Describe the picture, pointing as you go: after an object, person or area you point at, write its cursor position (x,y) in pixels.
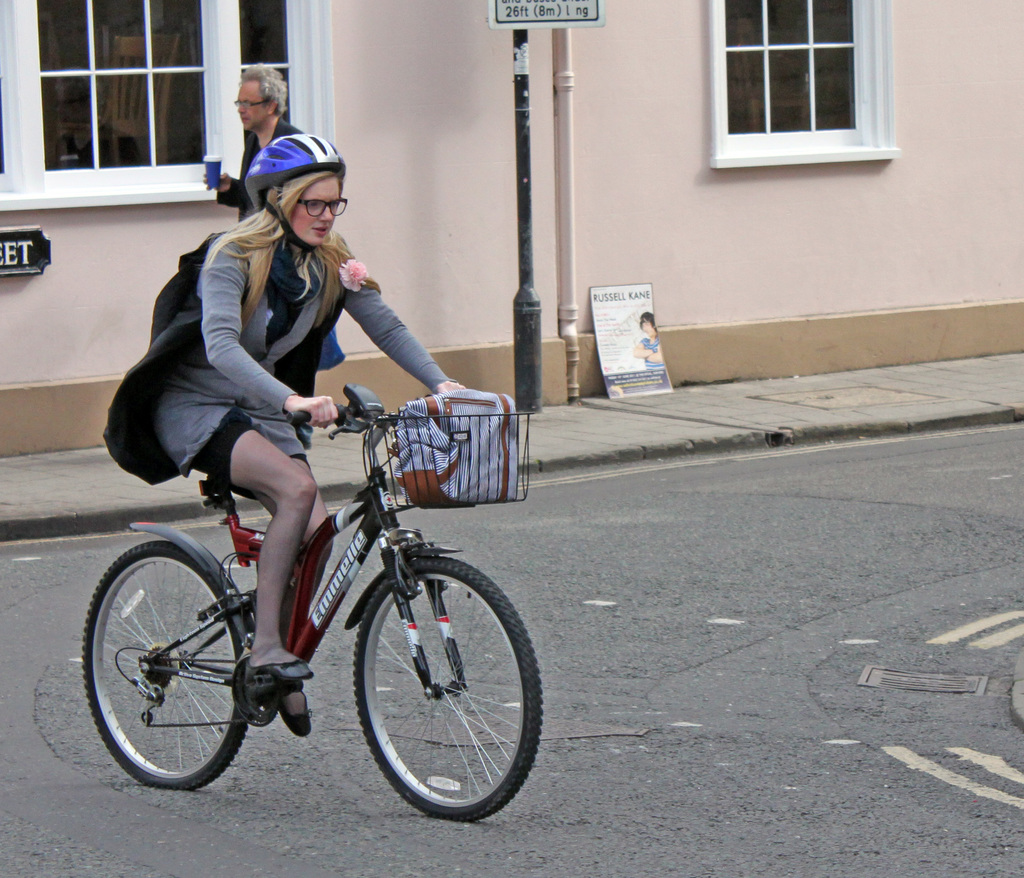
In this image I can see a woman (223,448) is cycling a cycle (225,610). In the background (248,66) I can see a man (220,186) holding a cup (209,163).
